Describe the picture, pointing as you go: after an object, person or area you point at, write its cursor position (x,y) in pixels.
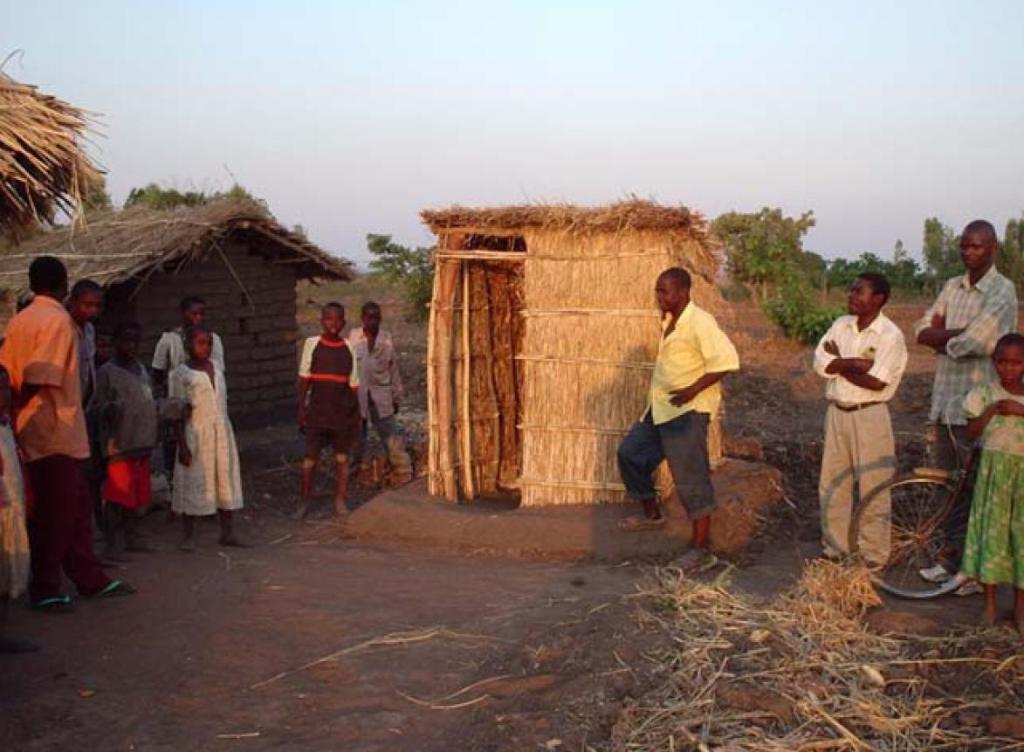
In this picture I can observe some people (63,349) standing on the land (296,574). Most of them are children (215,484). I can observe huts (234,277) in this picture. In the background (793,314) there are trees (785,287) and a sky (561,102).
